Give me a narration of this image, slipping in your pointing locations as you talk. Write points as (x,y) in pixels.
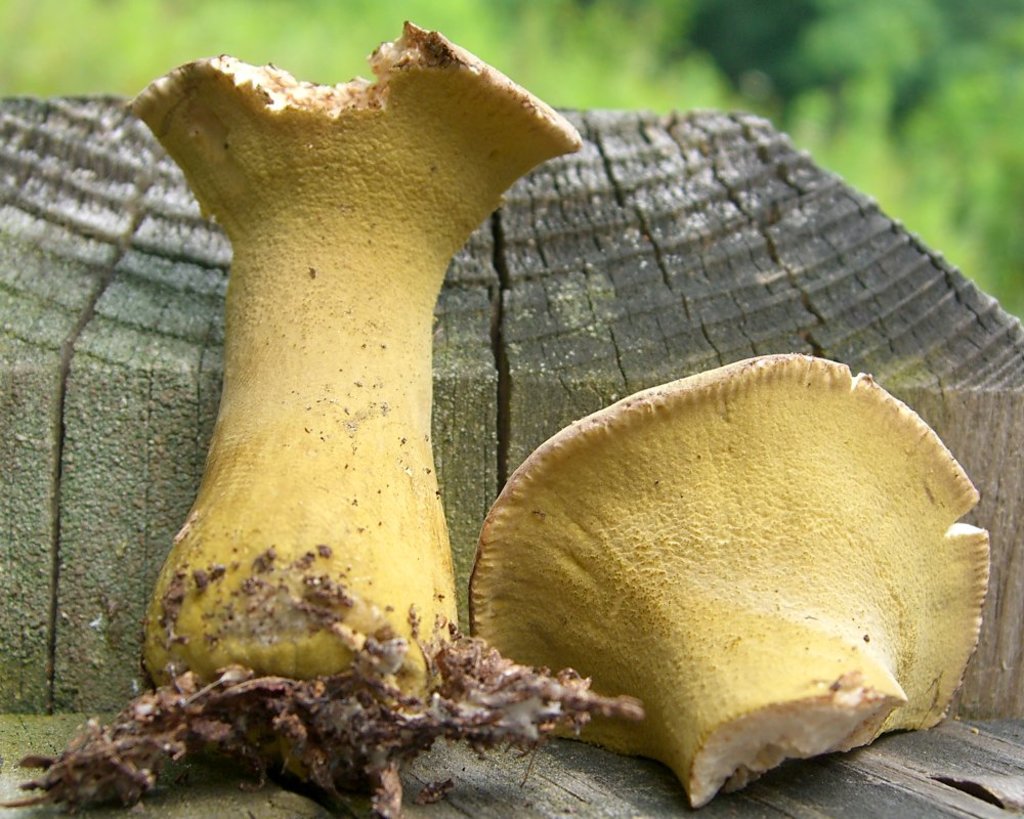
There are mushroom pieces (342,493) with soil (238,669) on a wood (602,279). In the back (661,12) it is green and blurred.
